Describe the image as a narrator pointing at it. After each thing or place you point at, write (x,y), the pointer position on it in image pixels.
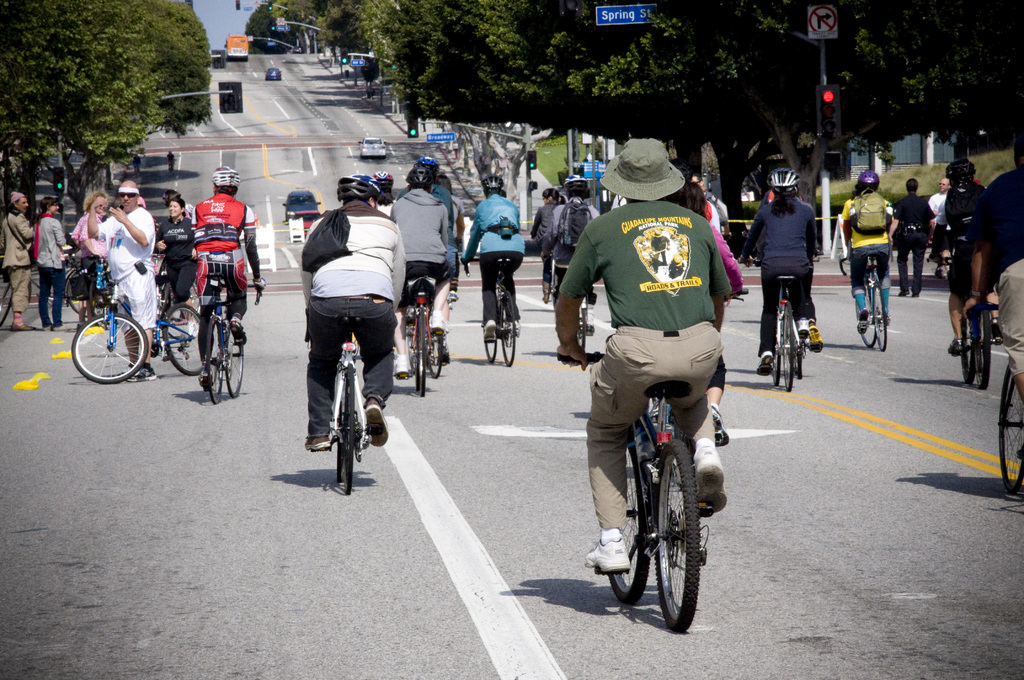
As we can see in the image there are few people (373,301) riding bicycles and on road (306,158) there are vehicles (365,144) and there are trees (565,81) and traffic signal (832,115).
